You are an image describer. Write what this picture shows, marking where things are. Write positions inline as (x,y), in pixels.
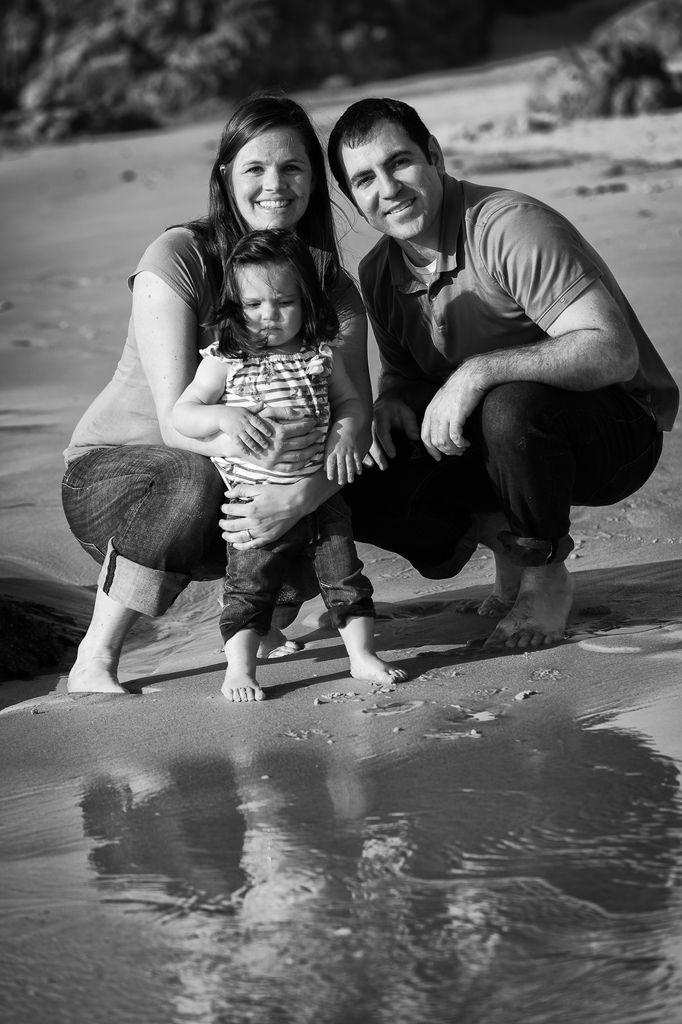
In this image we can see a couple (288,218) and a kid (243,343). And we can see the plants (148,125) and the water (401,788).
